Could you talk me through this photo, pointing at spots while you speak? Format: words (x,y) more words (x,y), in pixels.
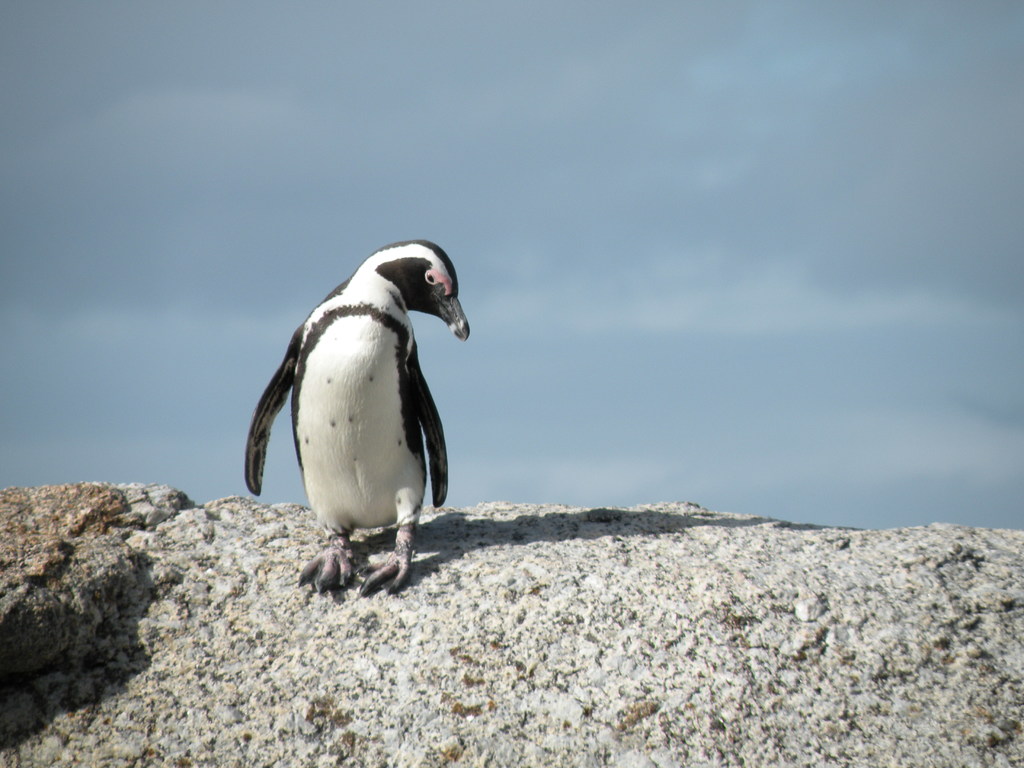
In this image, I can see a penguin (329,519) on a rock (511,697). In the background (219,331), there is the sky (580,195).
